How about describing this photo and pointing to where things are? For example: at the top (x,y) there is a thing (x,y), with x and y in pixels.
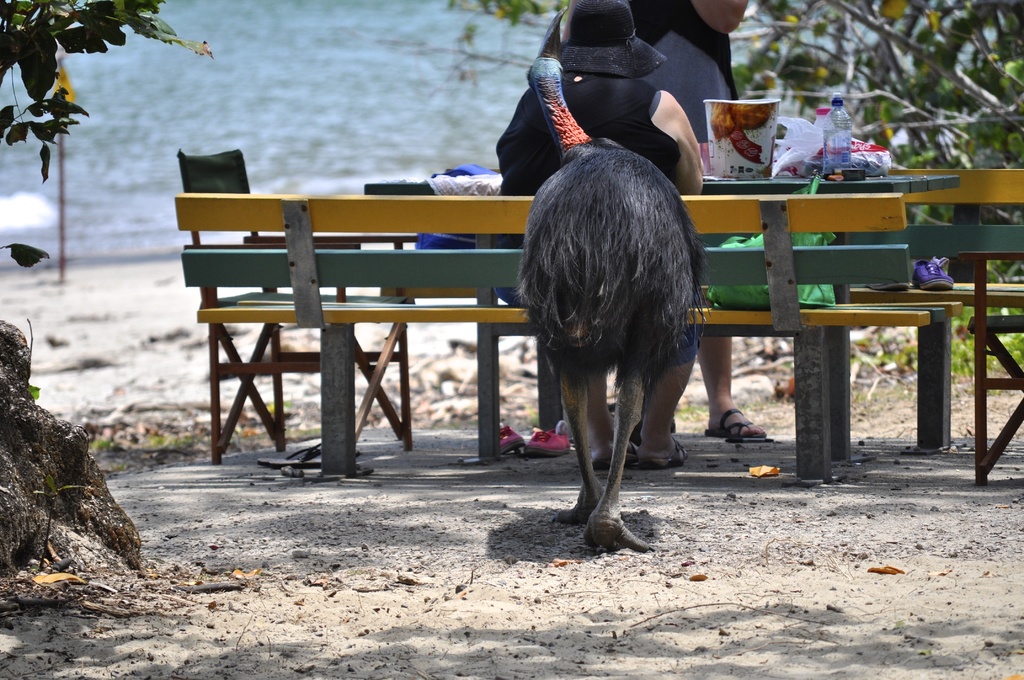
At the bottom of the picture (499,561), we see the sand (709,616) and small stones (449,524). In the middle (665,238), we see a cassowary (665,256). In front of it, we see a woman (646,118) who is wearing a black hat (608,66) is sitting on the bench (712,249). In front of her, we see a table (769,184) on which water bottles (838,132), plastic bags (800,159), clothes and a bucket (737,104) are placed. Beside that, we see a chair (977,367). In front of her, we see a man (682,72) is standing. On the right side (889,54), we see the trees (911,113). We see the slippers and shoes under the bench (900,198). On the left side (55,104), we see a tree (61,120). In the background (199,88), we see the sea (445,96).
